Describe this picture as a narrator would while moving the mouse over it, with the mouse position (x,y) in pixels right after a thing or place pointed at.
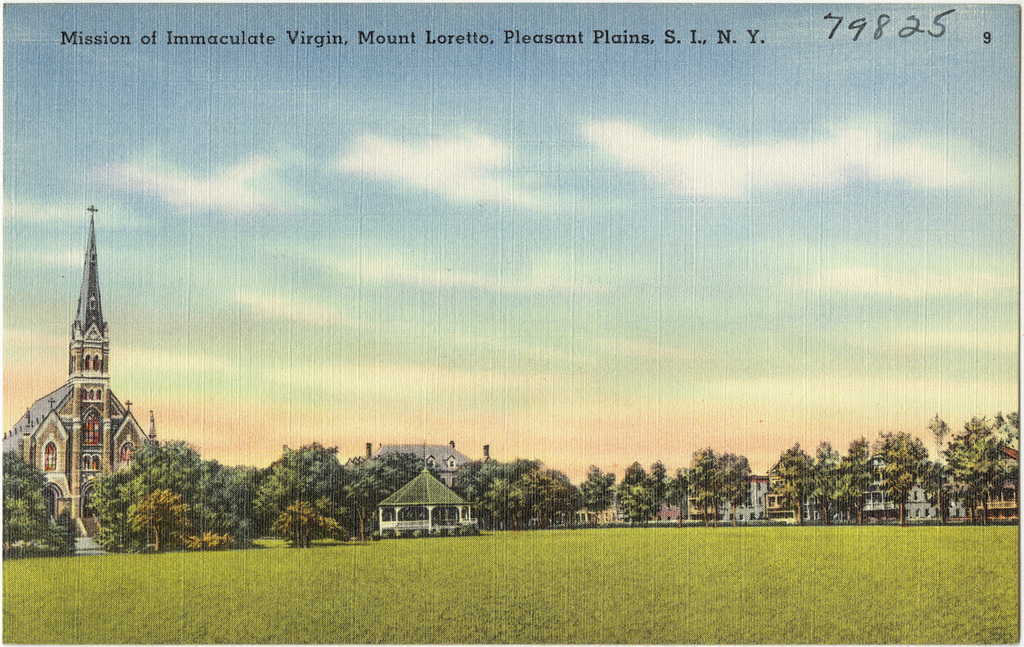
In this image I can see depiction picture where I can see an open grass ground (558,536), number of buildings (119,421), number of trees (144,521), clouds (903,172) and the sky (615,402). I can also see something is written on the top side of this image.
